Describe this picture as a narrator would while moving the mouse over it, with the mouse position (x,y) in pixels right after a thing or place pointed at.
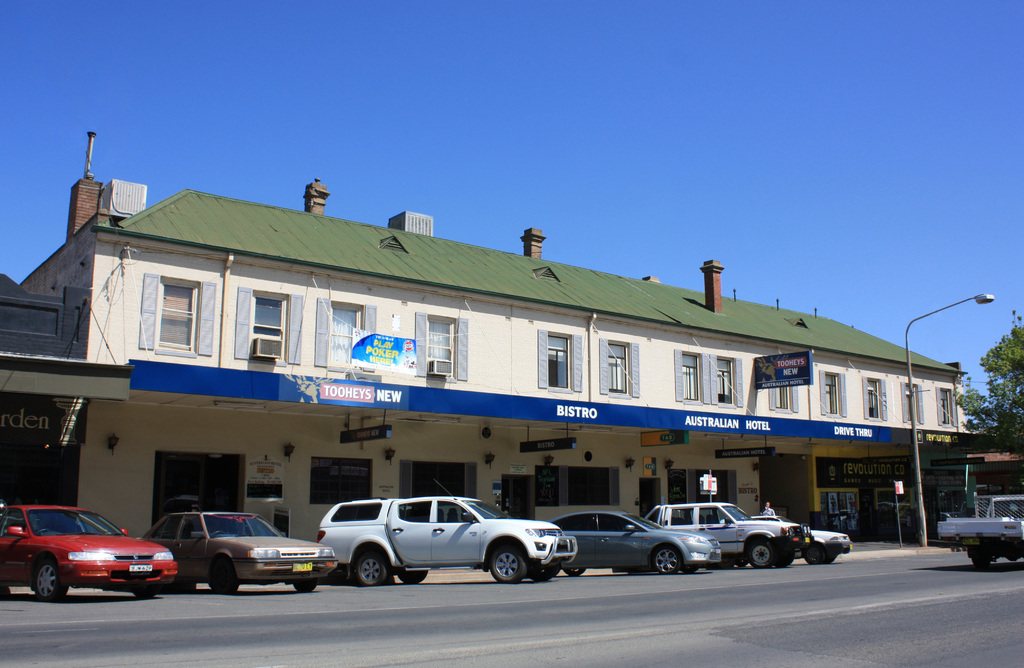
In the center of the image (510,358) we can see building (486,360), windows (314,472), boards (440,396), air conditioners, doors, lights (290,445), flag (900,481), electric light pole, stores (826,472), cars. At the top of the image (540,90) there is a sky (661,154). At the bottom of the image (669,631) there is a road (719,630). On the right side of the image (955,519) we can truck (996,519), tree (996,373).
